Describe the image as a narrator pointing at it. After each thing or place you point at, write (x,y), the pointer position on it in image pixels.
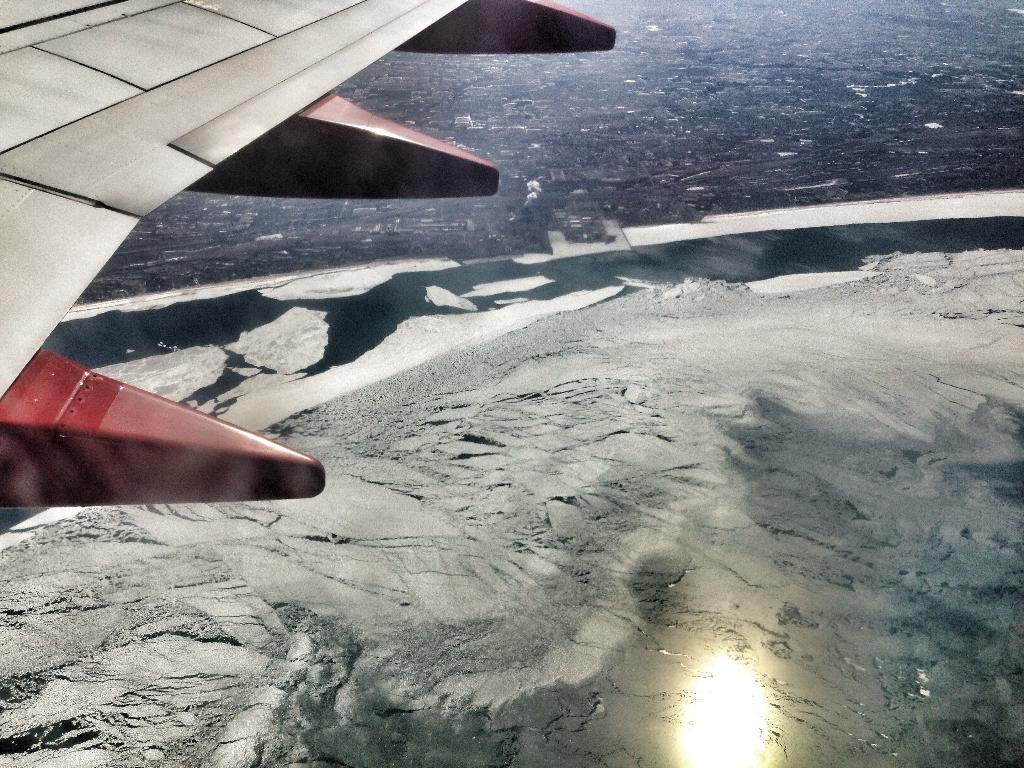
In this image there is an airplane (140,188) flying in air. Bottom of the image (486,537) there is water (436,279). Top of the image (675,190) there are few buildings (716,125) on the land (829,73).
